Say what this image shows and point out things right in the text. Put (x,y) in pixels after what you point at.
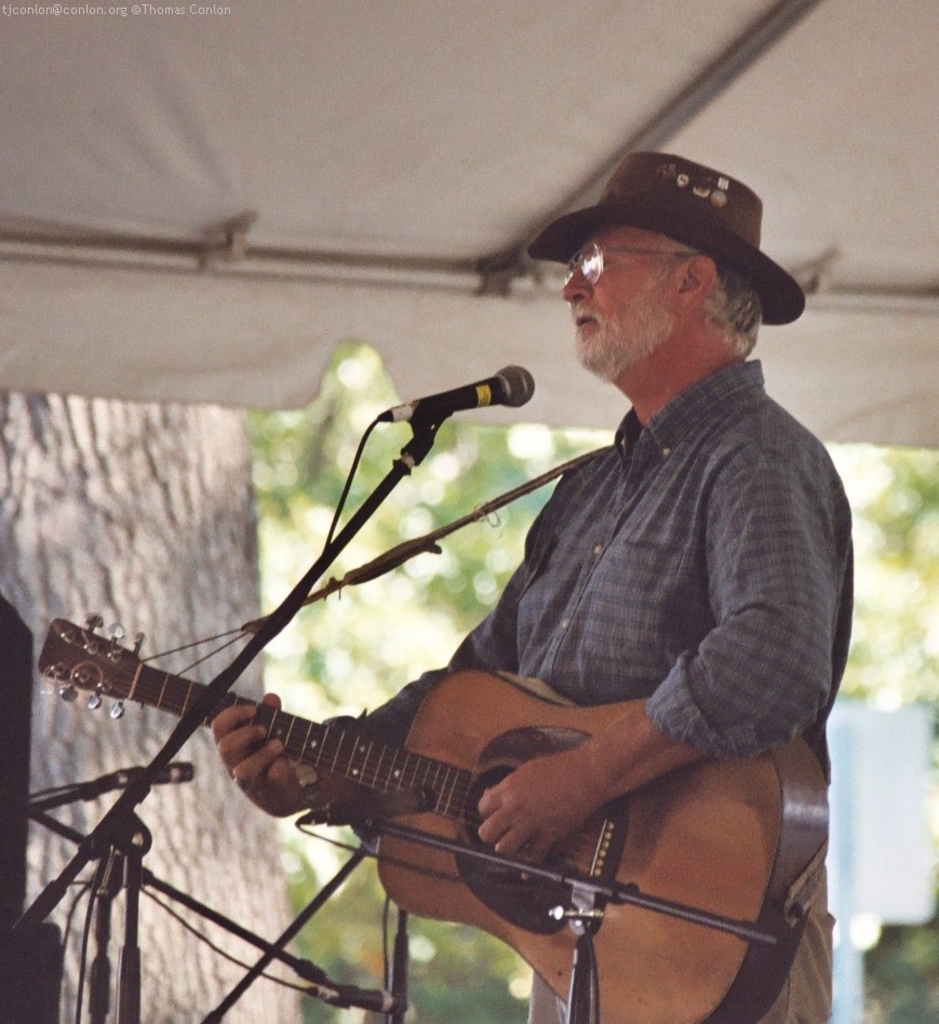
This picture shows a man (669,664) standing and playing guitar (317,745) in his hands (553,821). He is wearing hat (751,262). He is standing in front of a mic (456,401) and a stand (92,795). In the background (927,578), there are some trees (227,485) here.
